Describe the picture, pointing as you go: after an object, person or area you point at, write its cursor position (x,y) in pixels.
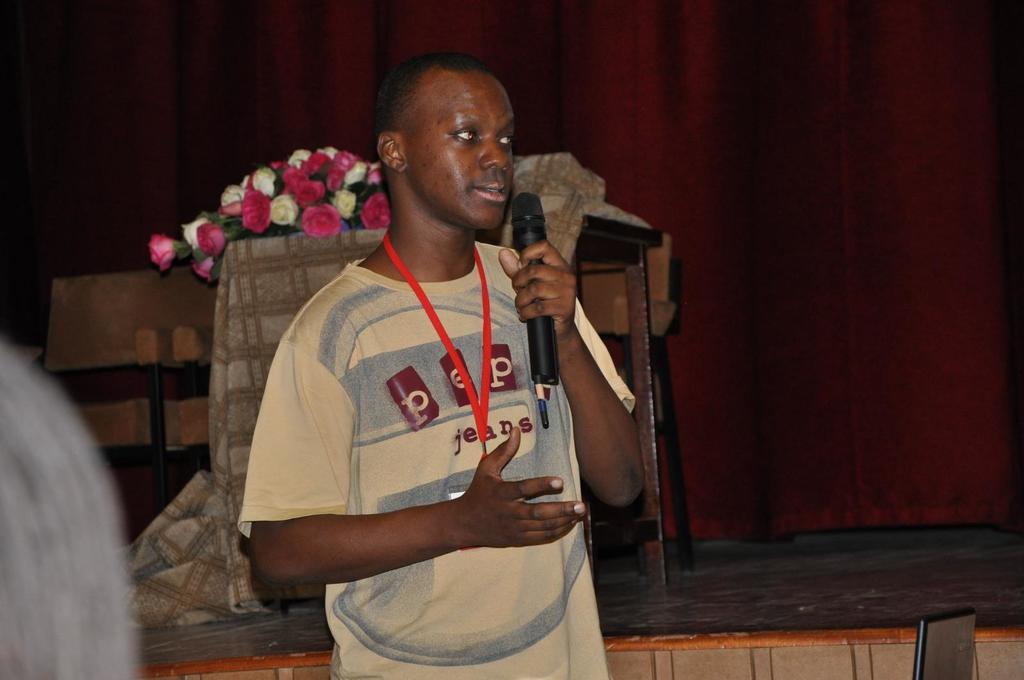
In this image we can see there is a person (447,294) standing and holding a microphone (543,321). At the back (169,392) there are chairs (129,307), table (266,287), cloth (244,260), flowers (369,213) and curtain (737,351).
